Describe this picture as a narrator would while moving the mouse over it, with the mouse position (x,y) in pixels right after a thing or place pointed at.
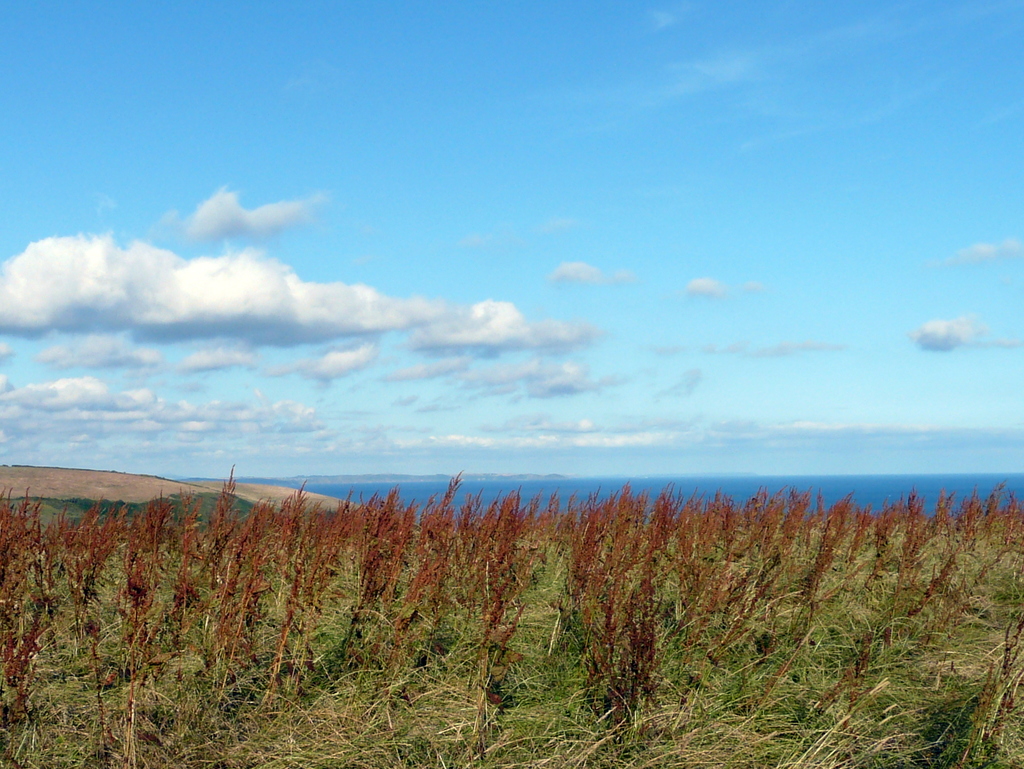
At the bottom of the image (404,648) there is grass (344,604) and also there are small plants (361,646). Behind them there is water (585,486). At the top of the image (521,178) there is sky (466,286) with clouds (442,312).
